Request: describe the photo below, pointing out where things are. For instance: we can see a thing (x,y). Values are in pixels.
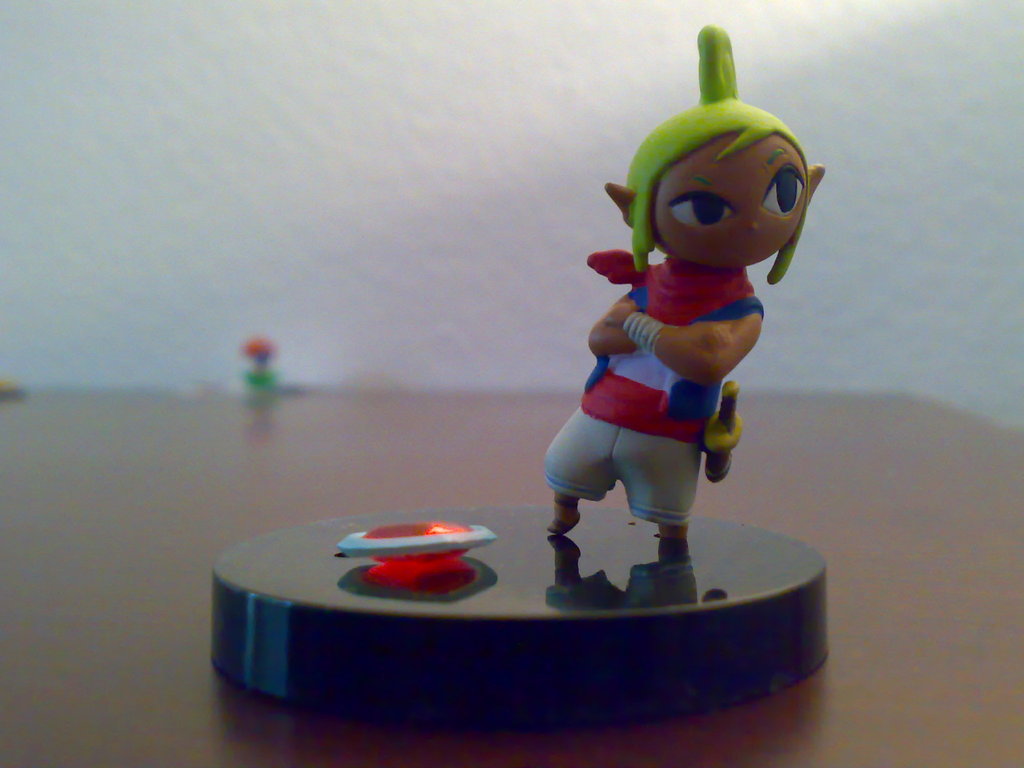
In this image I can see a toy (428,526) on the table (31,526). In the background (358,202), I can see the wall (383,231).
